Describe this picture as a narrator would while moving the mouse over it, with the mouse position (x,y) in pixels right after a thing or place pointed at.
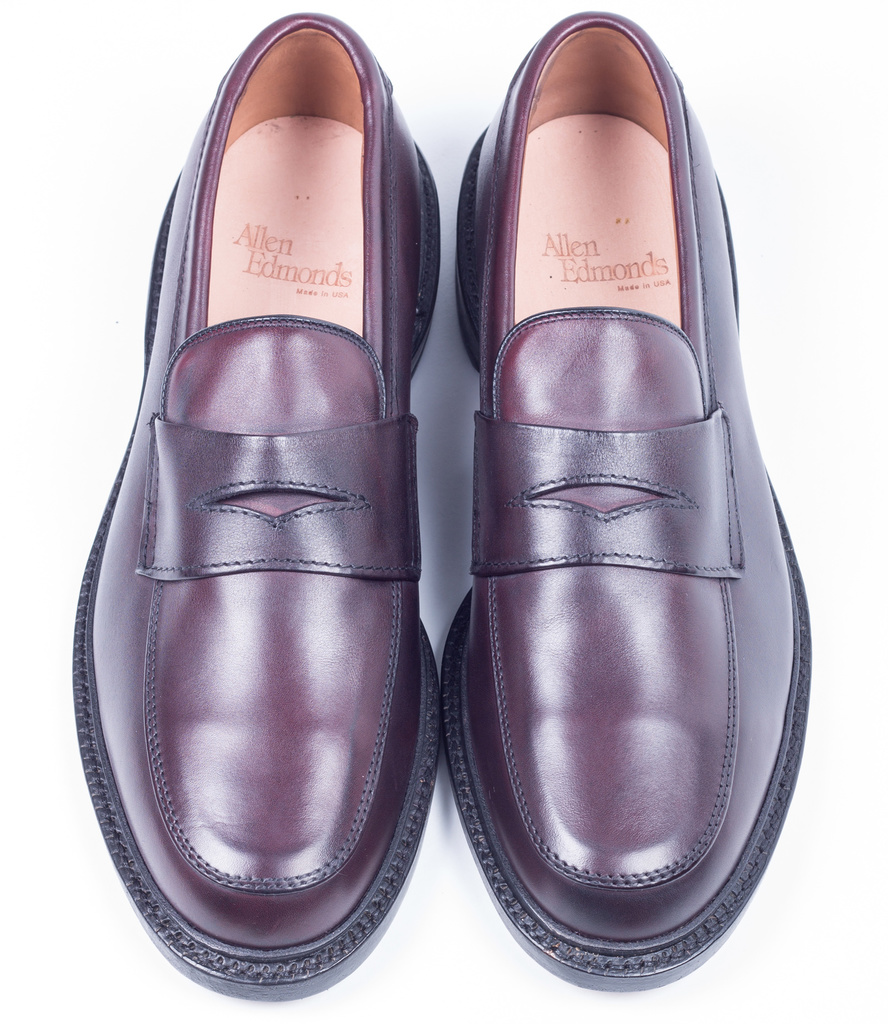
In the picture we can see a pair of shoe (490,659) which is black and brown in color and a name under it we can see Allen Edmonds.
